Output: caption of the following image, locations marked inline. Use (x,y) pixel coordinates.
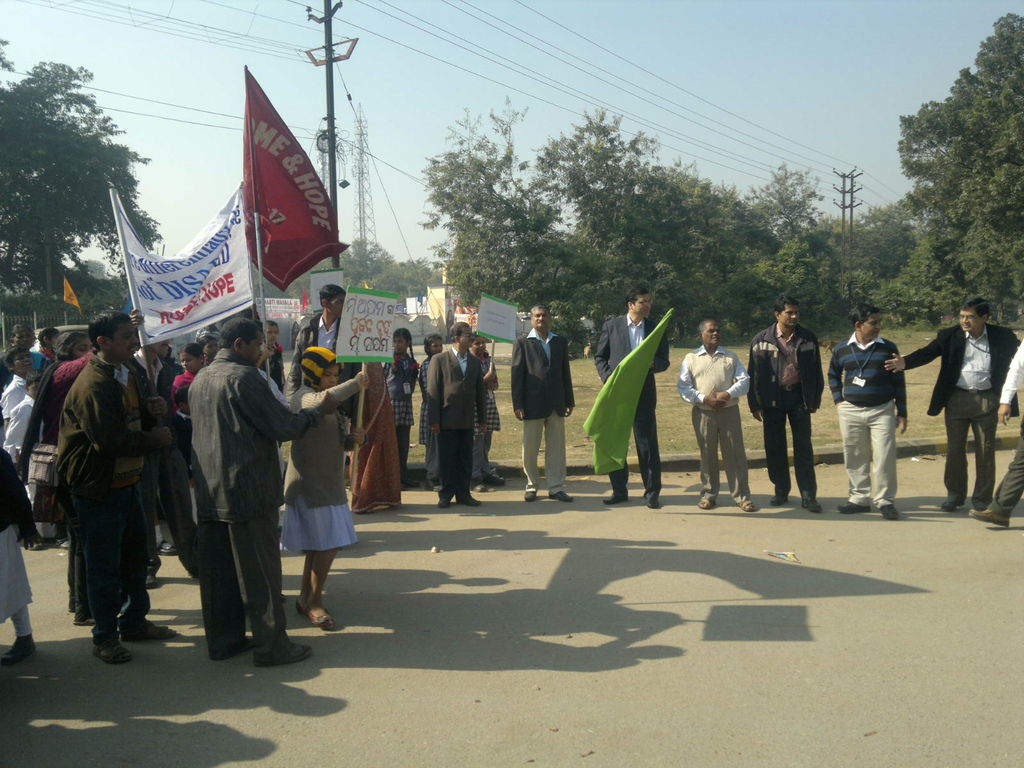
In this image we can see people (312,411) are standing and doing protest. Behind the people (235,459) so many trees (614,214) and electric pole (329,98) are present.
